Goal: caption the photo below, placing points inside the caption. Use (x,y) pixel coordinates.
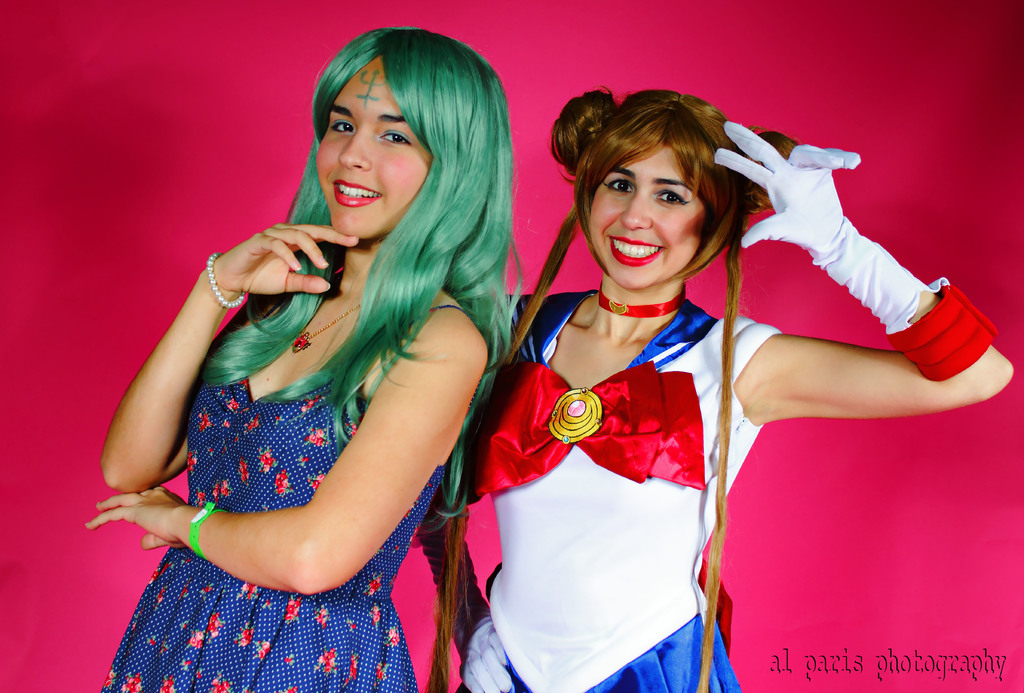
This image consists of two persons (390,433). They are women (342,518). There are wearing different dresses (227,451). One of them is wearing gloves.
